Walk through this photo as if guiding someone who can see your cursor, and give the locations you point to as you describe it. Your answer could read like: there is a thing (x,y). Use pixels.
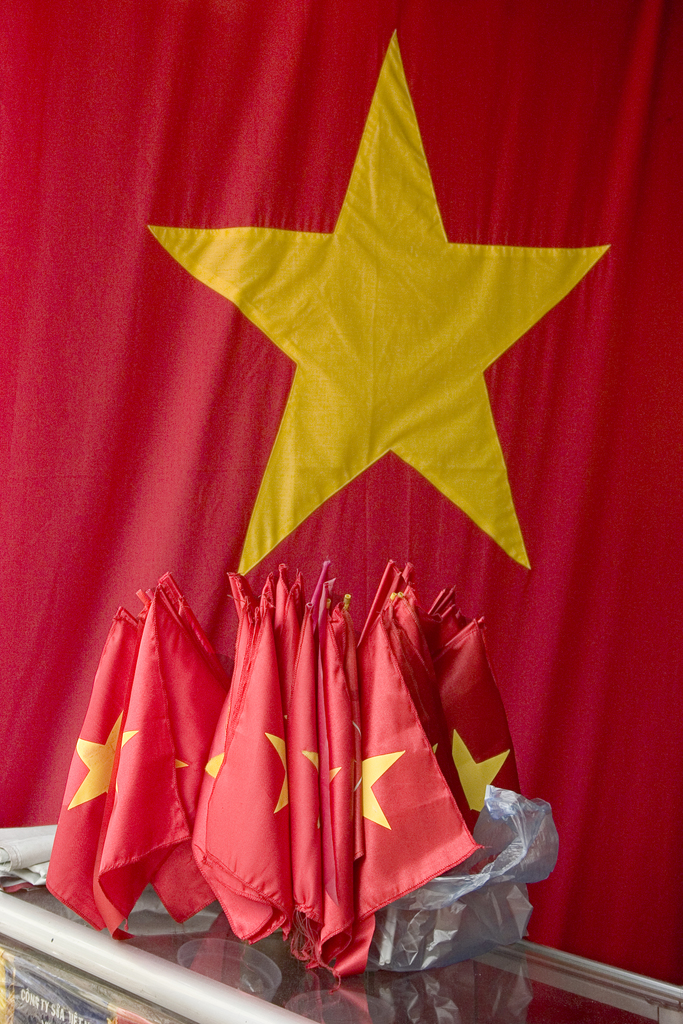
In this image we can see some flags (269,710) on the table (278,931), also we can see a big flag (343,488) behind them.
